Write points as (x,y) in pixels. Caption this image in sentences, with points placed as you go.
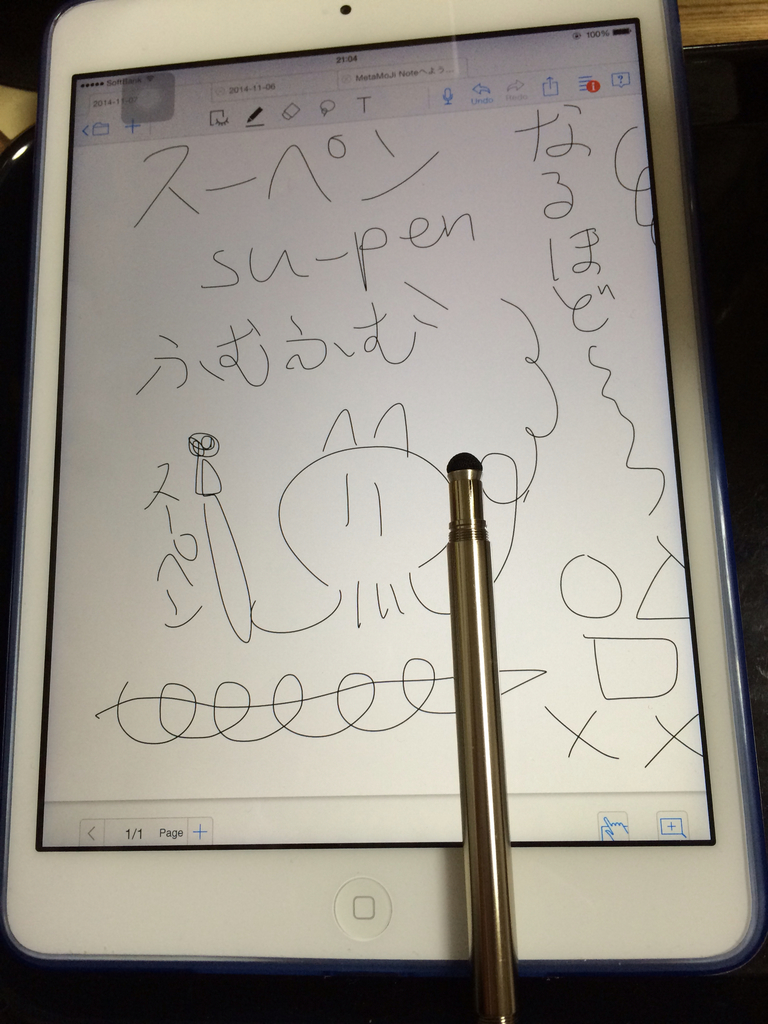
In the image we can see a tablet (307,194) and this is a tablet pen (480,656).
